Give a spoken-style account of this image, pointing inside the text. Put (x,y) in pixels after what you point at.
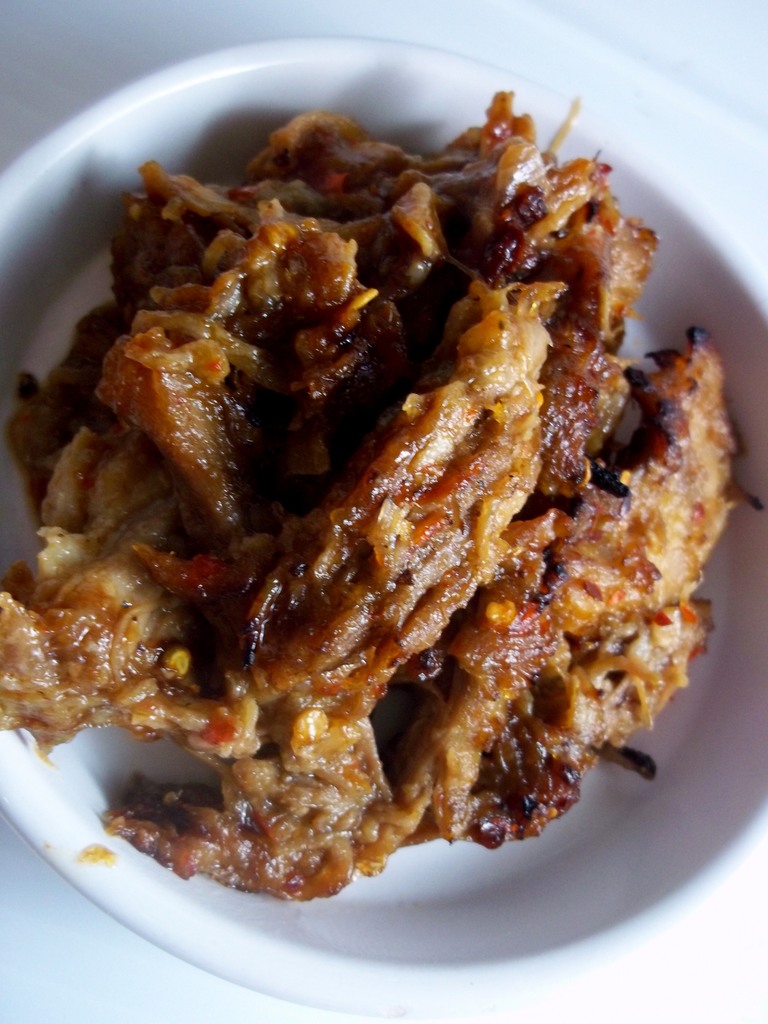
In this image I can see a white colour plate (136,110) and in it I can see the brown colour food (393,837).
